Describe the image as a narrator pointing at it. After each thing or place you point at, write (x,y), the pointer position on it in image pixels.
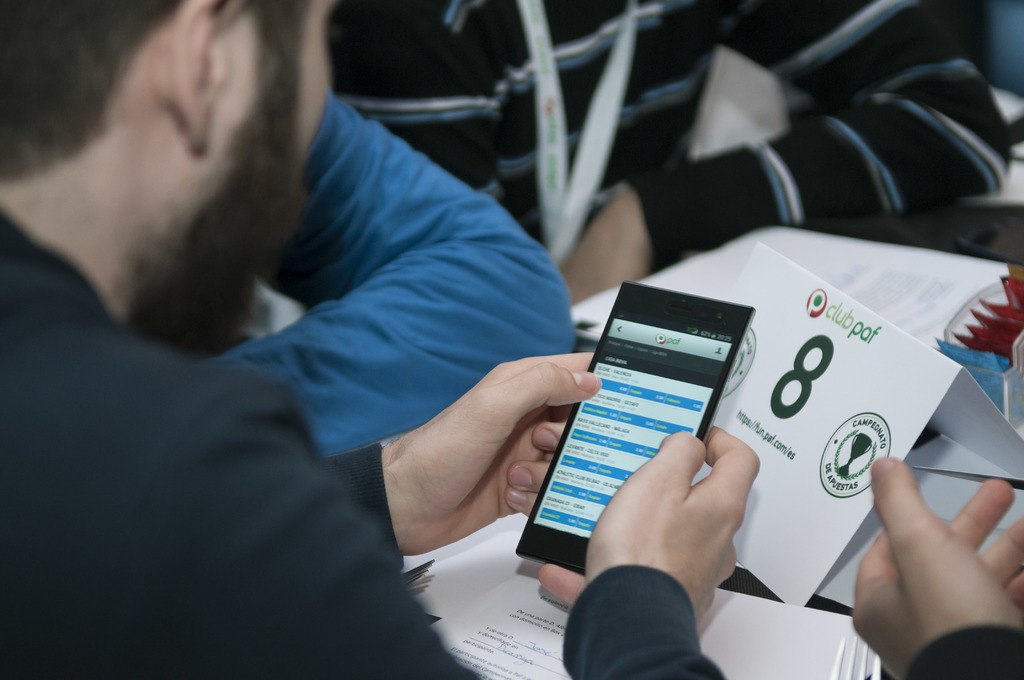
Here we can see three persons (533,212). He is holding a mobile (629,367) with his hands (637,507). These are the papers (756,428).
